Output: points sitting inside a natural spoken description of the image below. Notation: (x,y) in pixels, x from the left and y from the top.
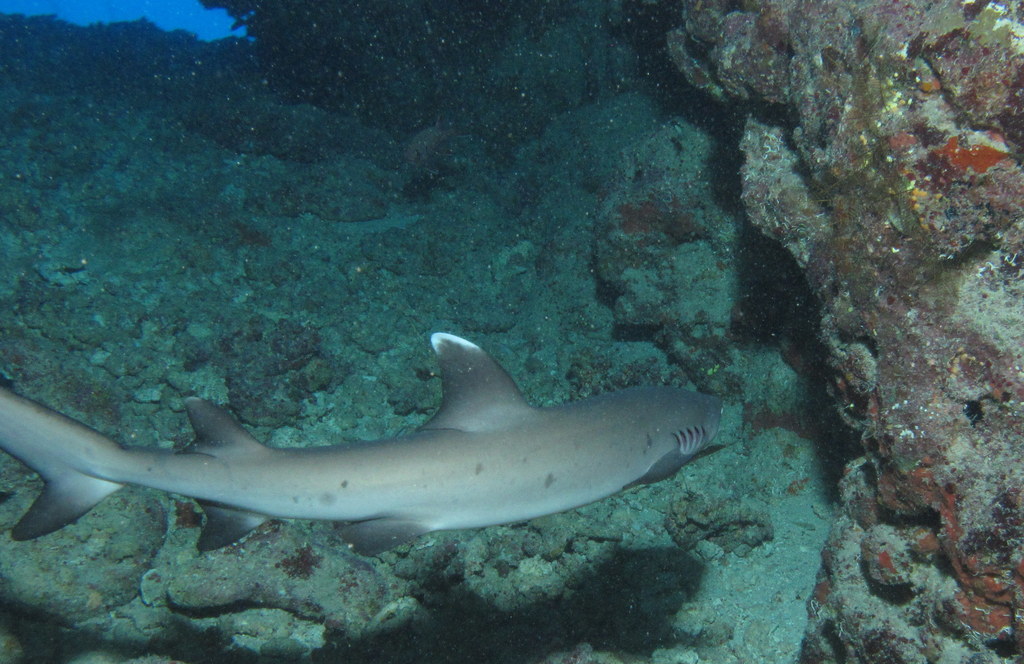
In this image we can see fish (411,447) in the water (474,152). Also there are rocks (452,216).
